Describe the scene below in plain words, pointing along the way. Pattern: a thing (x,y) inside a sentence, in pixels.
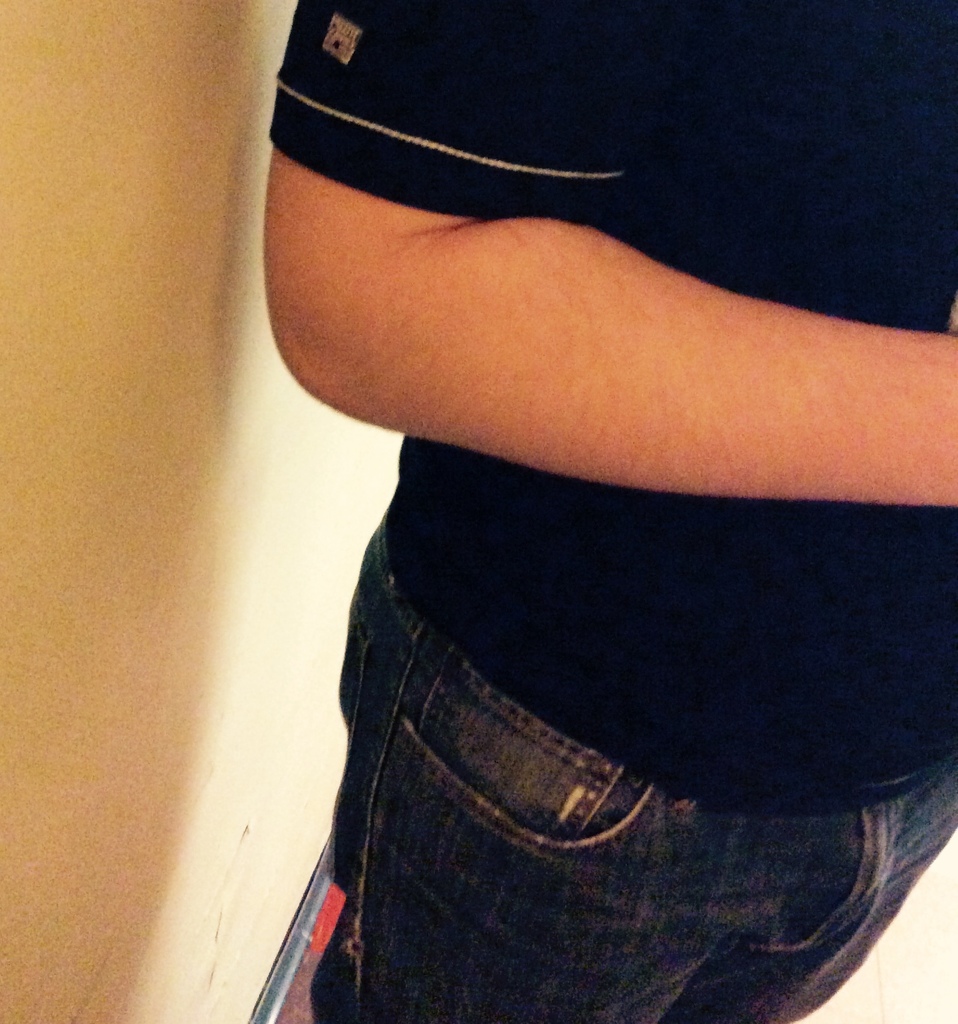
In this image, we can see a person (711,832) is standing. Here there is a wall (125,753) and rod (322,889).
